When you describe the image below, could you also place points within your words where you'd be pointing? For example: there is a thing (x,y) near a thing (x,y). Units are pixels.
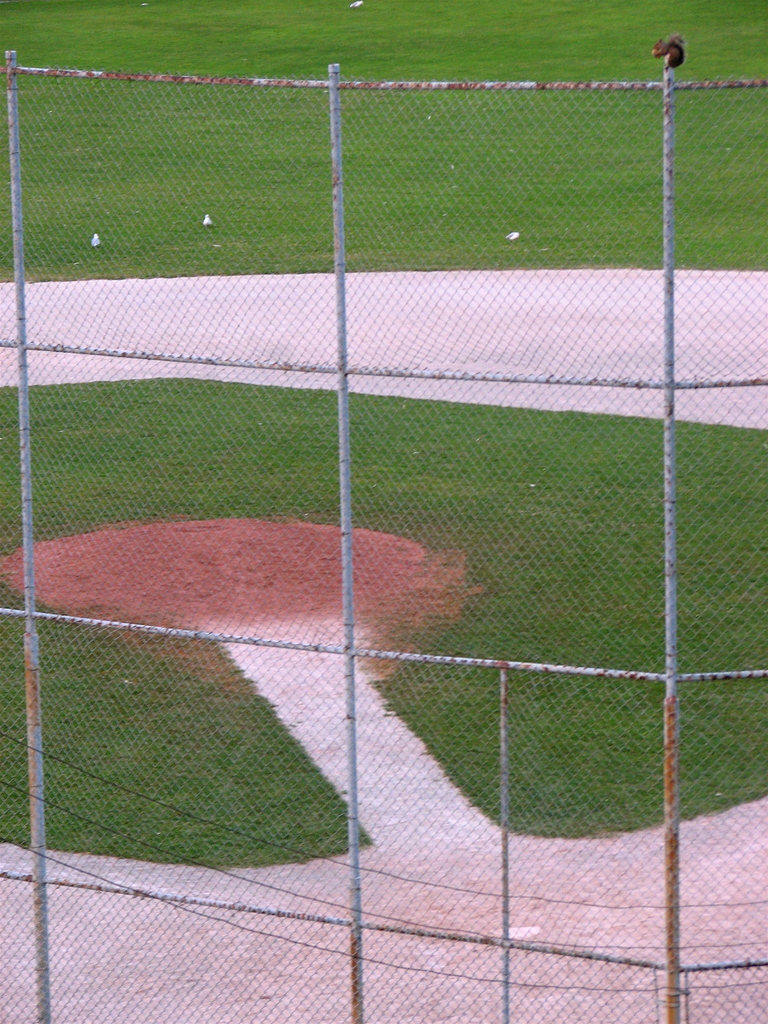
In this image we can see a squirrel (671,66) on a metal fence (288,615). In the background (93,243), we can see some birds (207,214) on the grass field (203,389).
